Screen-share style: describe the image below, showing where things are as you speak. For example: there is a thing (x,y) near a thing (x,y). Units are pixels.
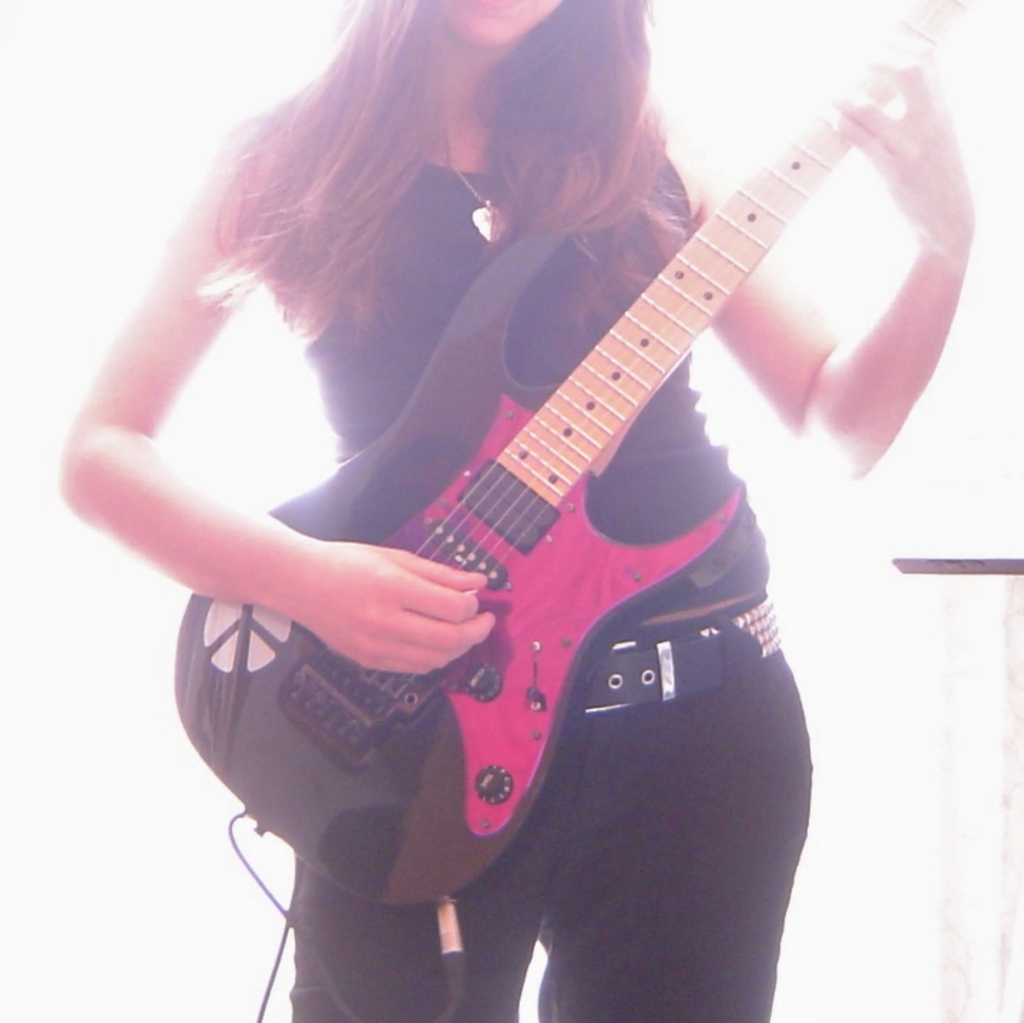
The woman (644,843) is standing and playing a guitar (502,580).
